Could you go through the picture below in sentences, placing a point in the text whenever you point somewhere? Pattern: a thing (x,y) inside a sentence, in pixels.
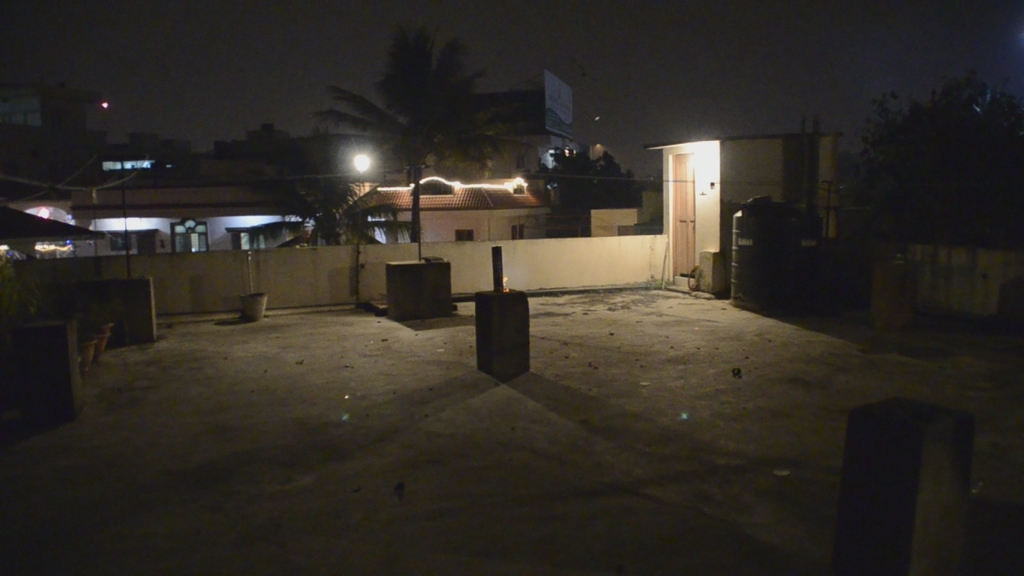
This is a terrace (587,519) of a building (127,384). There are pillars (492,322), plant pot (258,307), plastic tank (749,224) and a door (681,231) at the right (683,251) back. There are trees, buildings (80,203) and light (363,166) at the back (373,169).
